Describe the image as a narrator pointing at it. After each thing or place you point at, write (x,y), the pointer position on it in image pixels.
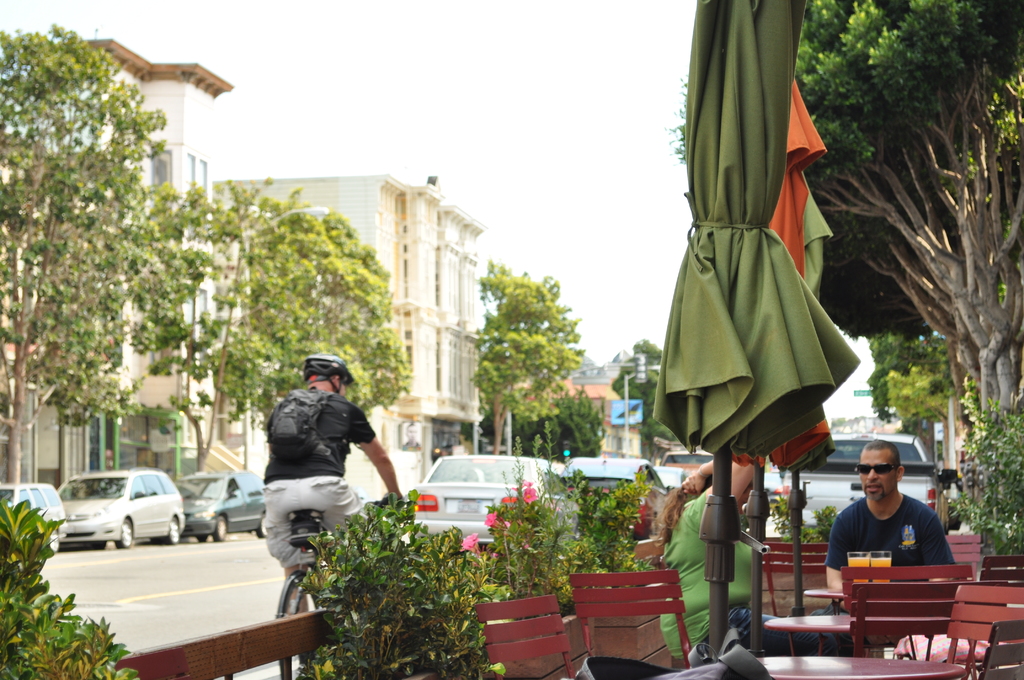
In this image there are buildings (44,451), vehicles (477,516), plants (512,536), chairs (952,539), tables (834,619), road (216,627), people (349,414), sky (463,6), trees (1,169) and objects (774,338). Among them two people (902,524) are sitting on chairs (669,602) and in-front of them there is a table (831,590), on that table (838,592) there are glasses (851,553). Another person (323,485) is sitting on a bicycle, wearing a helmet (317,371) and bag (300,418).
